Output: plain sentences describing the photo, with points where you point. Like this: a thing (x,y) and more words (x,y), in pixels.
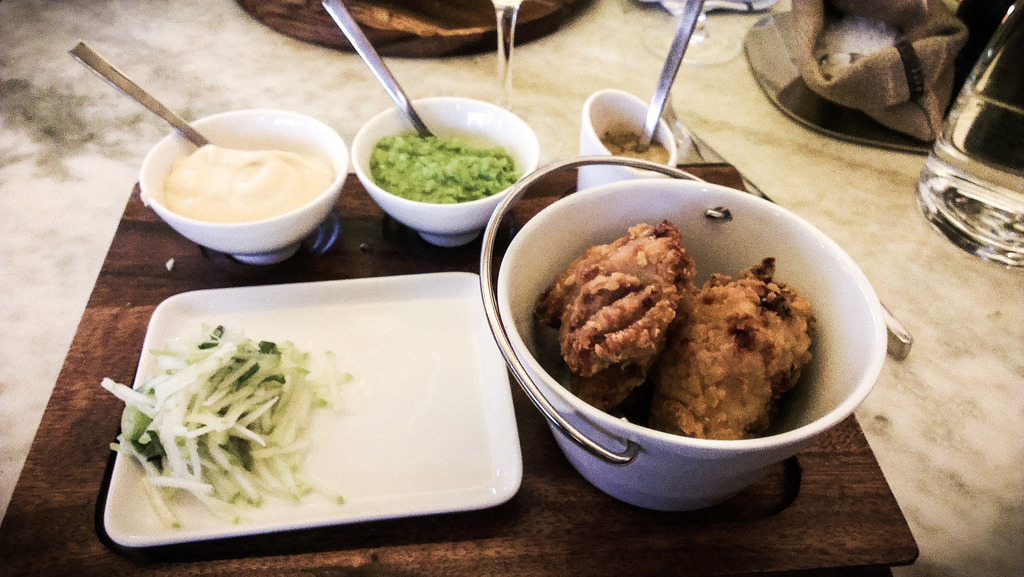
In this picture I see a brown color board (749,545) on which there are cups (428,231), a plate (360,288) and a bucket (698,260) in which there is food (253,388) and I see the spoons (208,150). In the background (410,31) I see a glass (500,17), a bottle (1002,32) and few more things (478,6).
